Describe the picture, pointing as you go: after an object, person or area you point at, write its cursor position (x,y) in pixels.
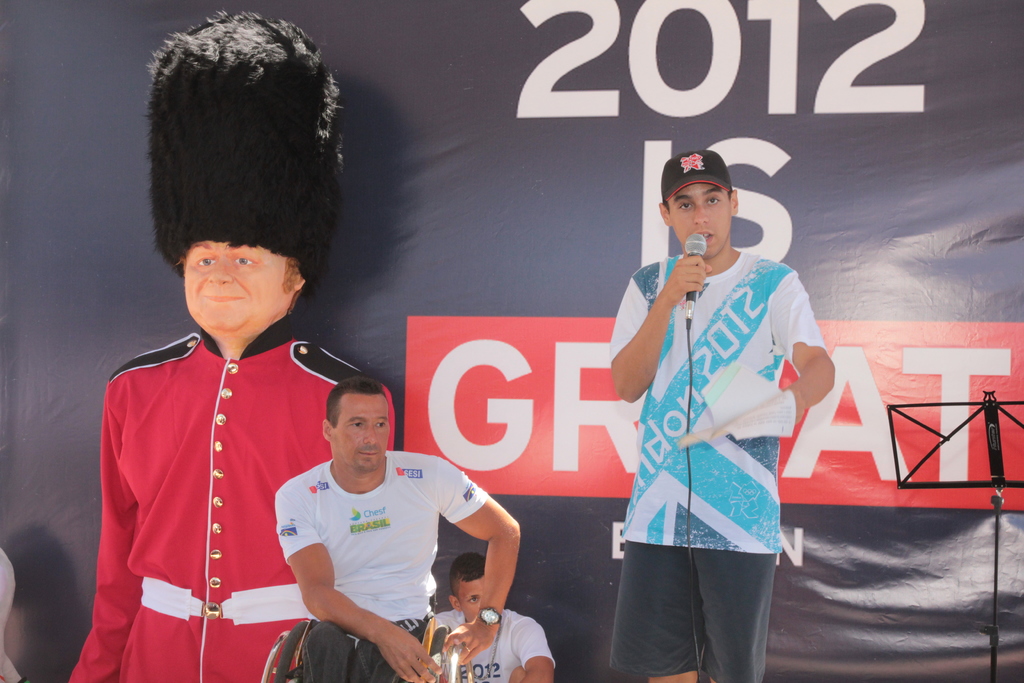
In this image I can see few men (465,635) where one is sitting on a wheel chair (274,644) and one is standing. I can see all of them are wearing t shirts (645,407). Here I can see he is holding a mic (703,239), few papers (734,398) and I can see he is wearing a black cap (726,176). In background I can see a black stand (925,457), depiction (198,324) of a man (166,400) wearing red dress (223,427) and black hat (273,28). I can also see something is written in background (795,371) and over there I can see one more person (458,570) is sitting.
